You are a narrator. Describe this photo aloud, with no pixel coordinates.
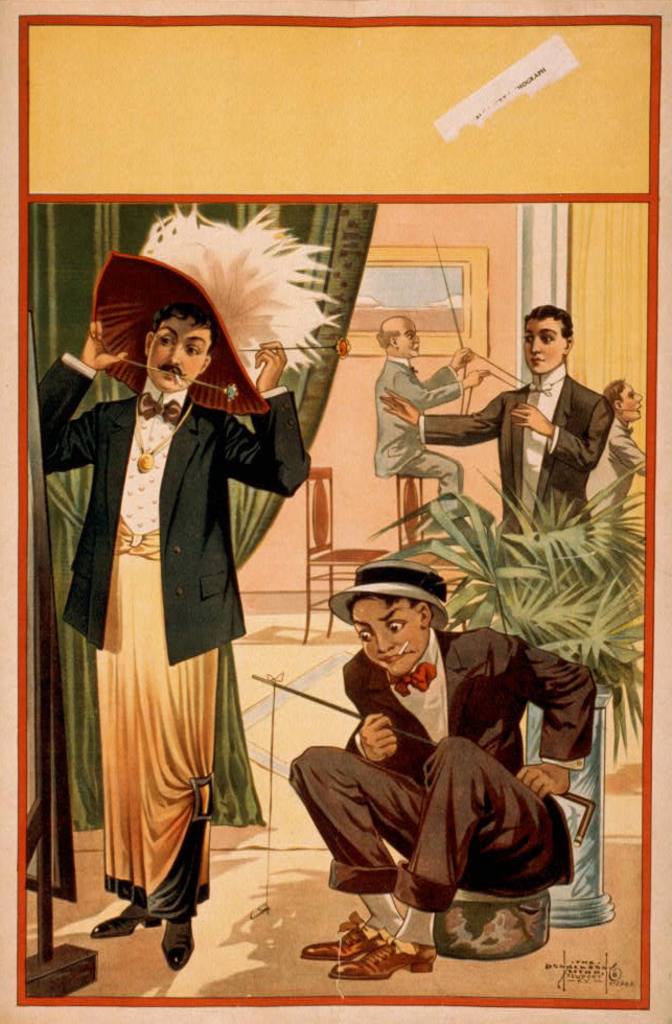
In this picture we can see animation.
